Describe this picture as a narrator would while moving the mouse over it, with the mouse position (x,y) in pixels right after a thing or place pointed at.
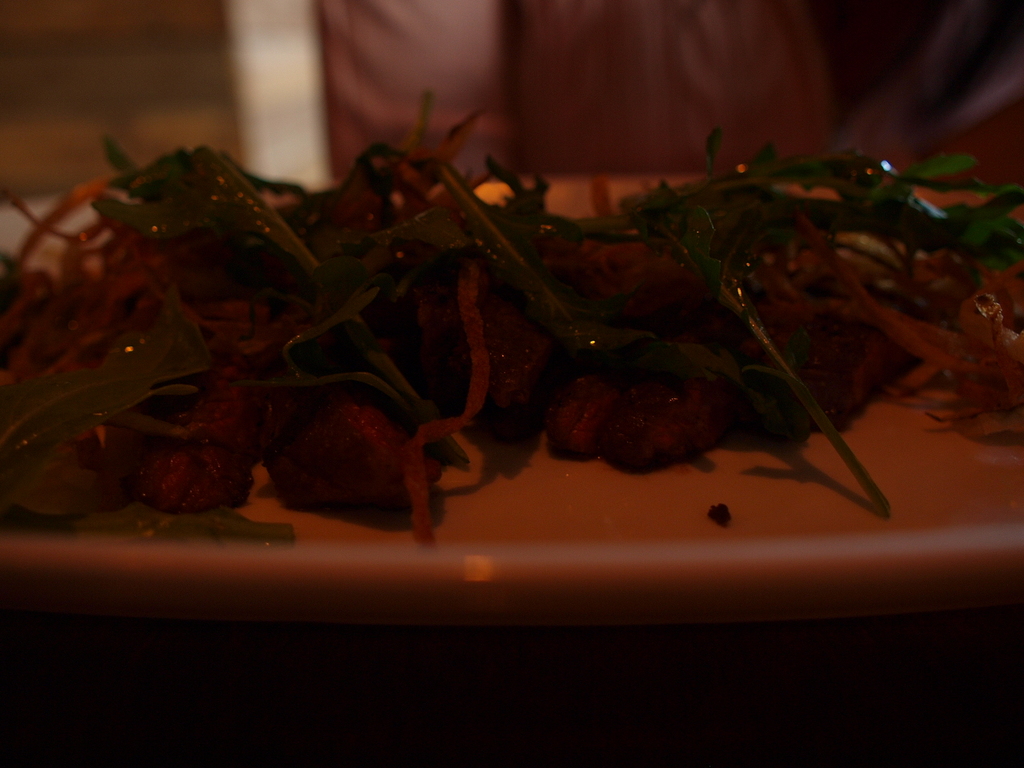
In this image I can see the food (712,416) in the plate (721,500). Food (595,411) is in brown and green color. The image is dark.
